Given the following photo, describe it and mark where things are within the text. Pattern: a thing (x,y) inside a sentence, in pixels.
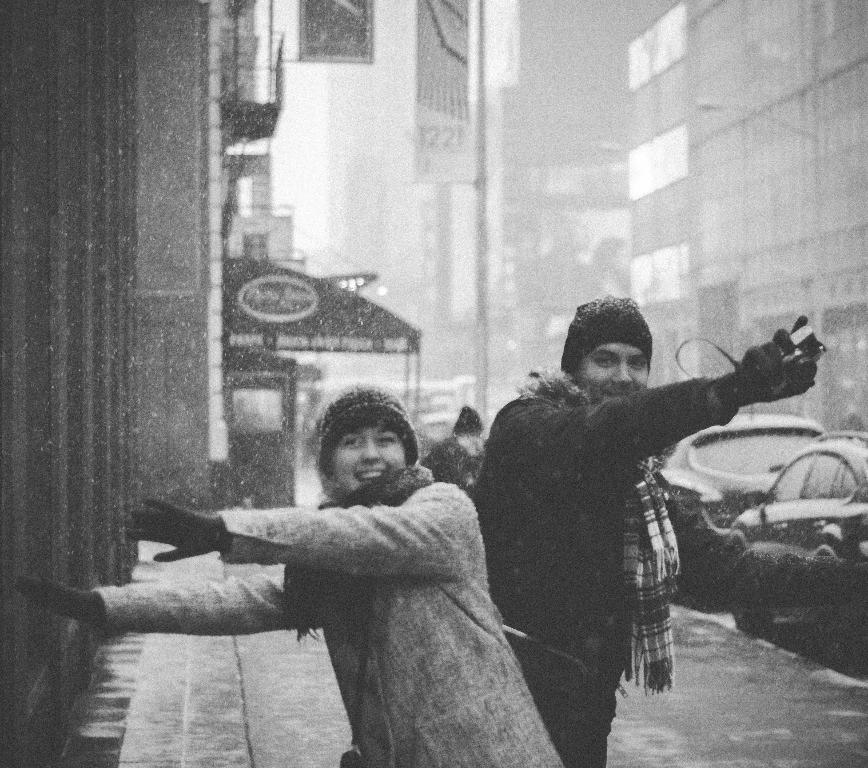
Black and white picture. This person (765,355) is holding an object (810,343), wore a scarf (629,525), jacket (613,450) and gloves (794,360). This woman (417,513) also wore a jacket (411,659), gloves (175,518), scarf (406,483) and smiling. Background (826,480) we can see vehicles (798,479), tent (366,301), hoardings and buildings (760,205).
